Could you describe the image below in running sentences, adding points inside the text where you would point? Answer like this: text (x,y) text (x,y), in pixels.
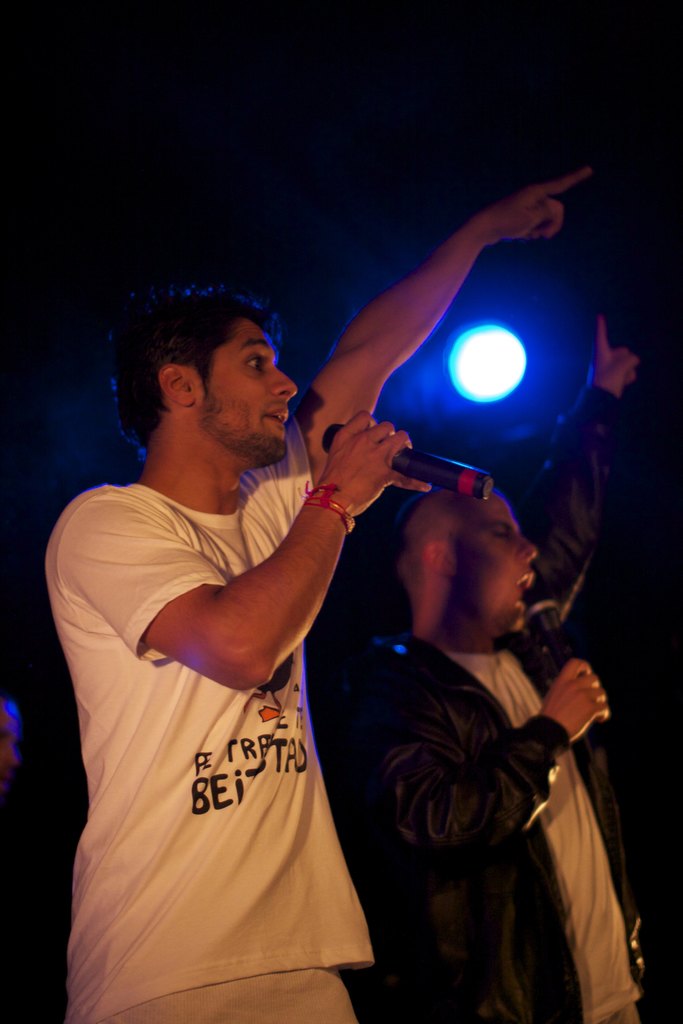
In this image we can see two persons (443,538) holding microphone (549,615) and singing.
